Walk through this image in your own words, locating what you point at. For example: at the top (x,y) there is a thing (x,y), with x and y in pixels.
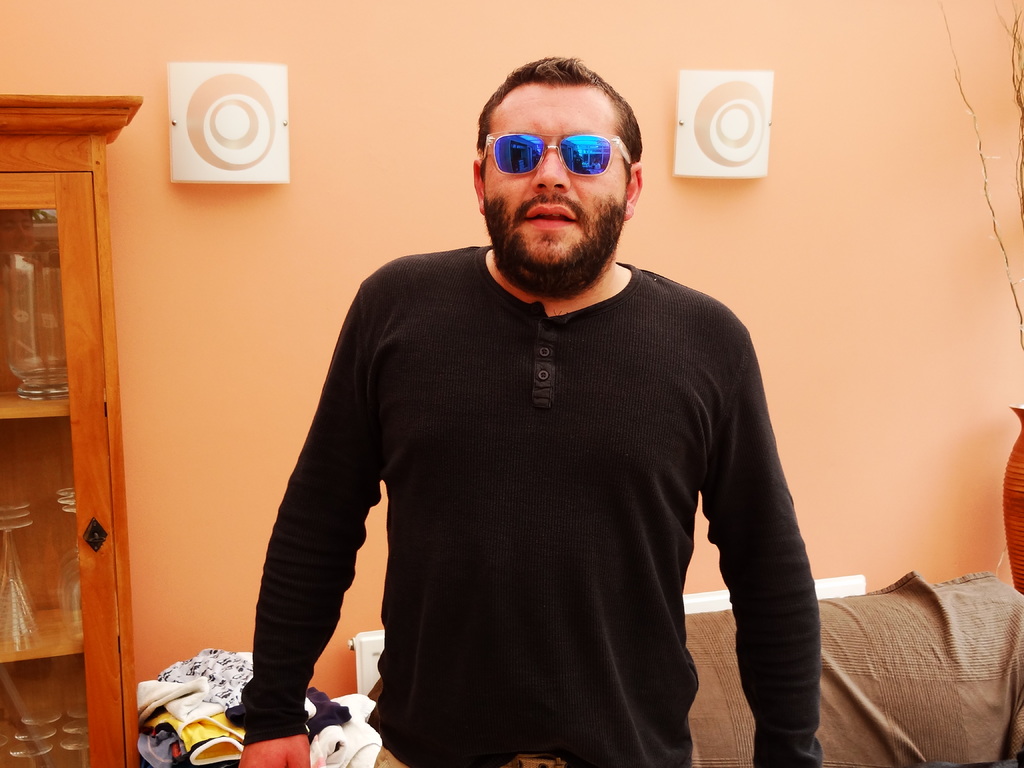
In this picture we can see a man (531,132), he wore spectacles (592,156) and a black color t-shirt (494,434), behind to him we can see a sofa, cloths (225,673) and few glasses (5,524) in the racks (79,432), and also we can see few things (229,85) on the wall (831,246).
